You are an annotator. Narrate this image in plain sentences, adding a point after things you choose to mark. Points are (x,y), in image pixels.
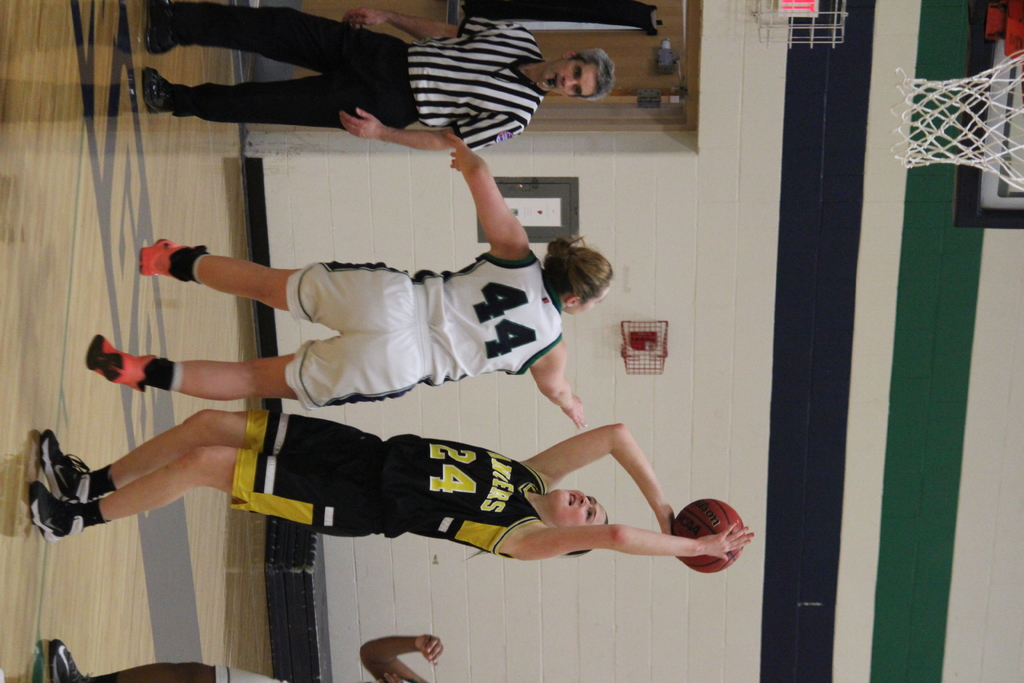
In this picture, we see the two girls (461,369). The girl (457,499) in the black T-shirt (482,448) is holding a ball (722,512). I think they are playing the basketball. At the top (400,14), we see a man (452,57) is standing. On the right side (968,30), we see the basketball hoop (1003,28). At the bottom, we see a person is standing. In the background (866,156), we see a wall (678,303) in white, black and green color. At the top (623,129), we see the door (634,69). This picture might be clicked in the indoor basketball court (21,474).
